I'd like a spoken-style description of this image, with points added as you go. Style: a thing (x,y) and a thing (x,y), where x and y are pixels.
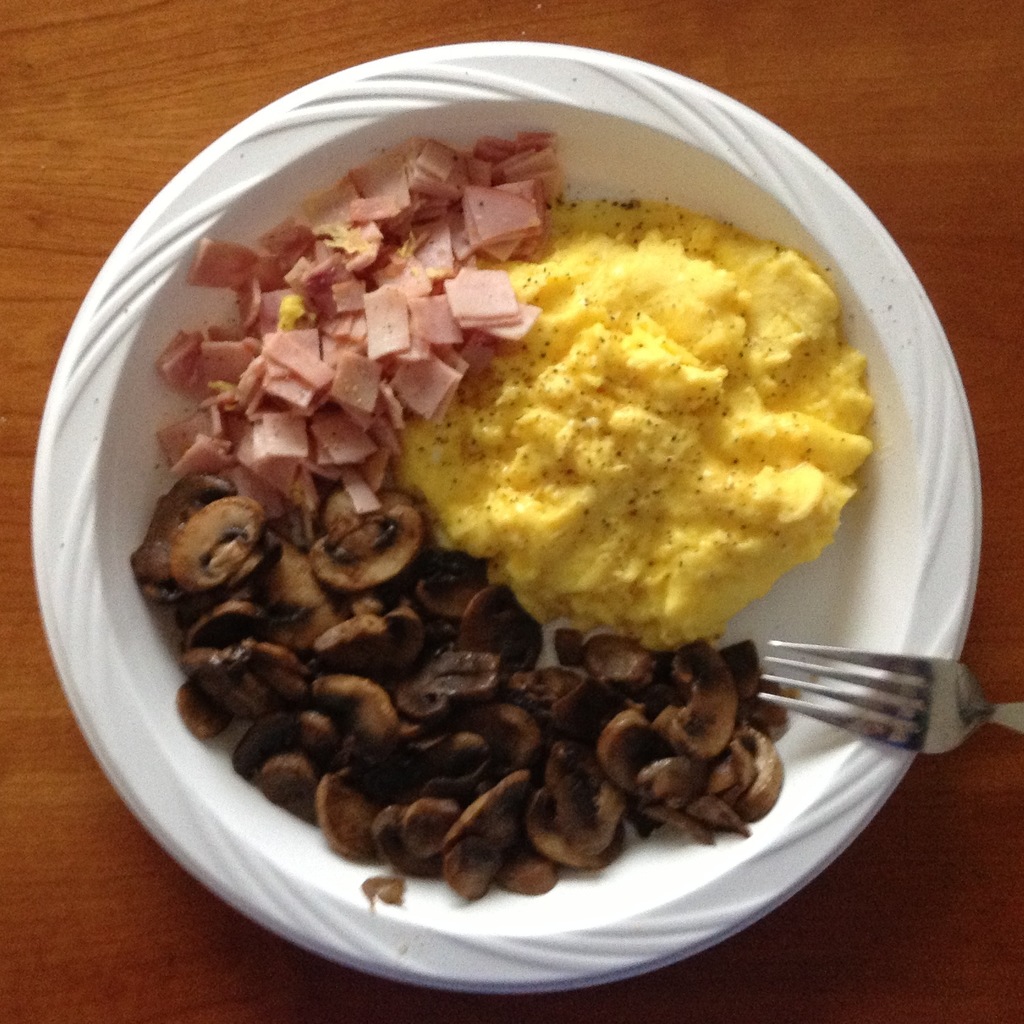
In this image there is a food item (413,247) on the plate (718,206) with a fork (840,661) on the table (644,998).
